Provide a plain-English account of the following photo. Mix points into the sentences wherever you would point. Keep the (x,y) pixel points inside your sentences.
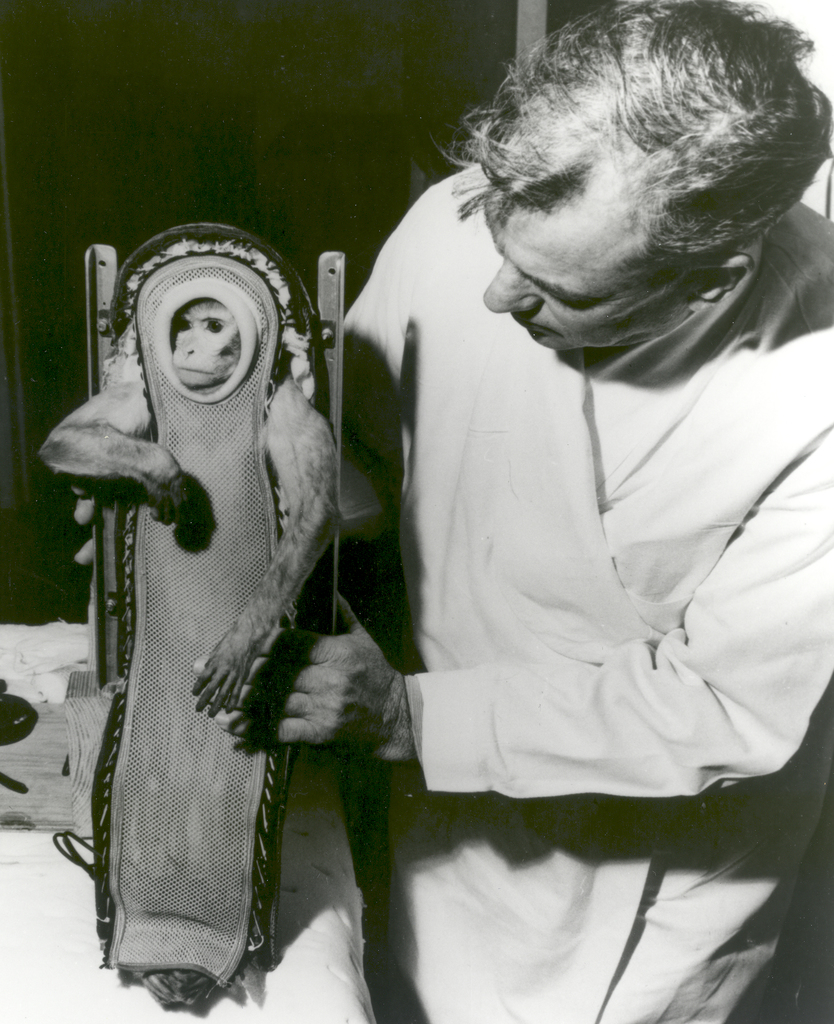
This is a black and white picture, a man (577,552) is holding a monkey (316,539) with some items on the table (78,917). Behind the man (504,472) is in black color.
